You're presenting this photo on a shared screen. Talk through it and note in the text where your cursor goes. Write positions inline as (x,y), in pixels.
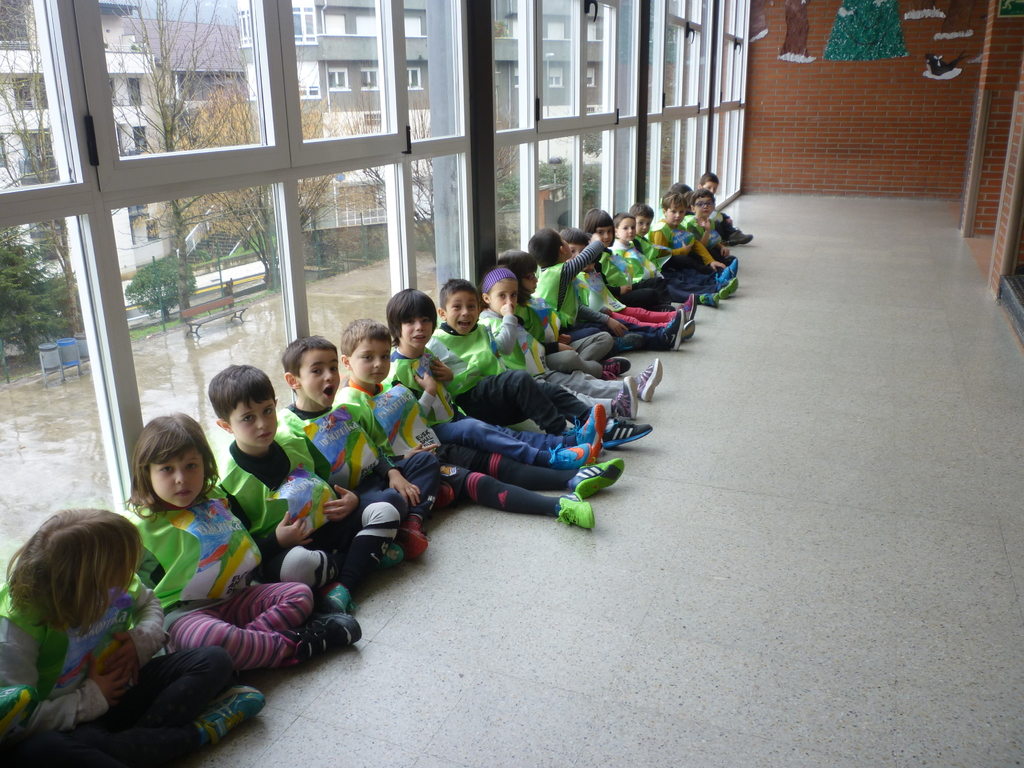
This picture is clicked inside. On the left (312,362) we can see the group of kids (330,501) wearing t-shirts (655,246), holding some objects (227,574) and sitting on the ground (598,549). On the left (216,106) we can see the glass windows (211,230) and through the windows (509,173) we can see the trees (269,276), buildings (342,89), bench (221,303) and some other objects (566,204).
